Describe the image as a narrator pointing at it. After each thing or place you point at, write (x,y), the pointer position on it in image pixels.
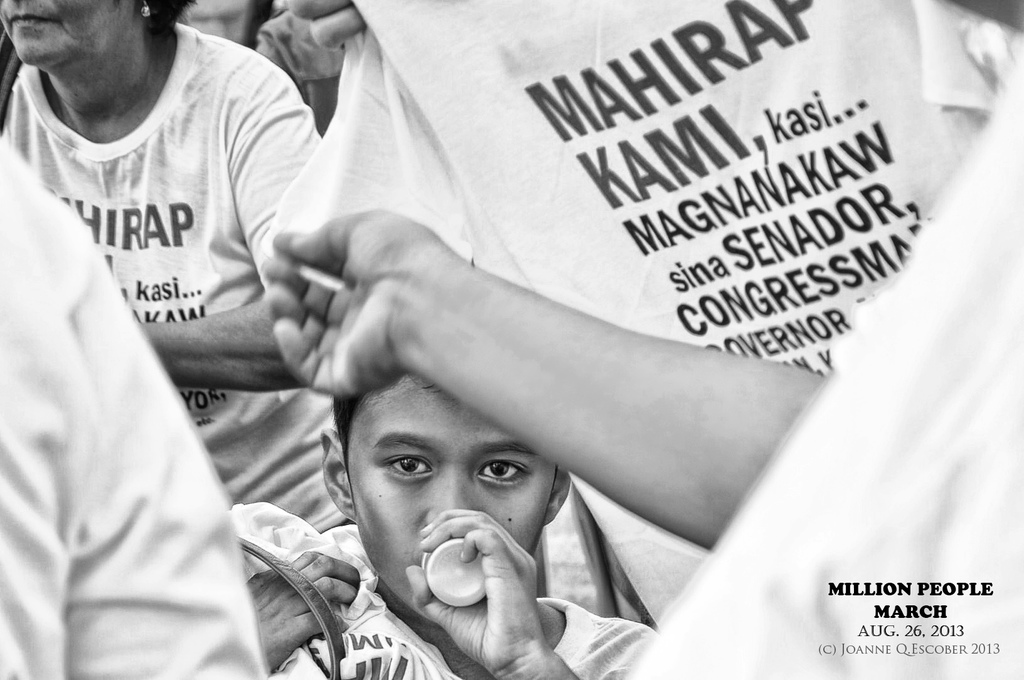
It is a black and white picture. In the center of the image (509,325) we can see a few people (335,401). On the t shirts (253,402), we can see some text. And we can see the boy (410,490) is holding some objects (438,600). At the bottom right side of the image (951,601), we can see some text (977,590).
